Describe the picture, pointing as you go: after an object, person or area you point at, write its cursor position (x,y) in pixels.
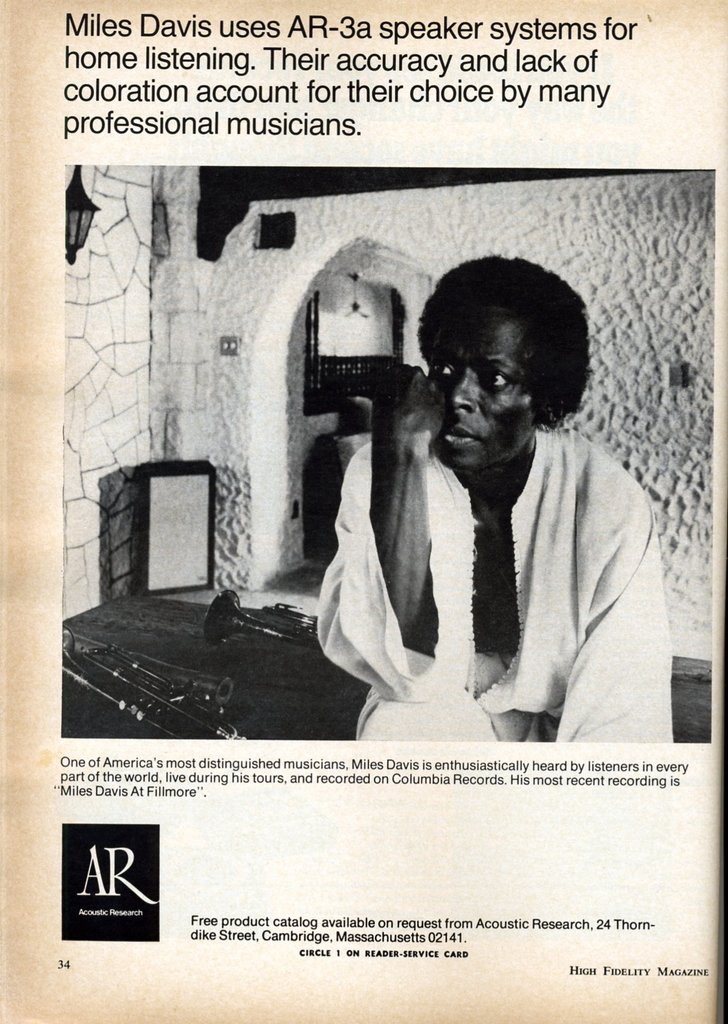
In this image I can see picture of a man (473,726). On the top side (117,124) and on the bottom side of this image (680,971) I can see something is written and on the left bottom corner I can see a logo (148,829).
